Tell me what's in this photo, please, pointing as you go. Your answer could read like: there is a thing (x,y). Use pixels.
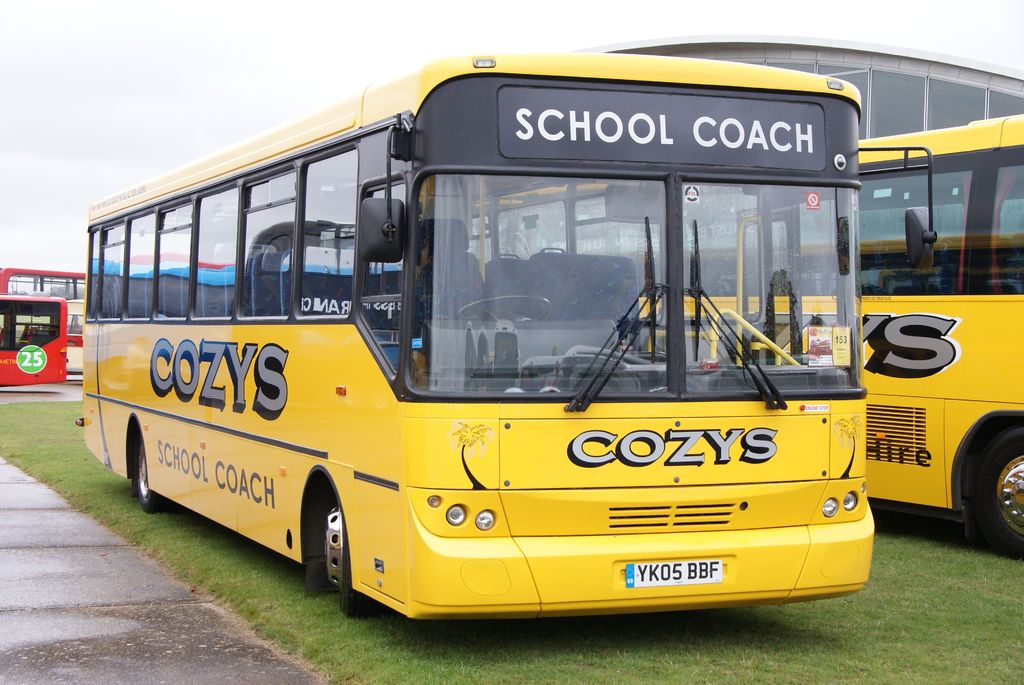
In the foreground of this image (627,226), we see a school bus (607,487) on a grass (471,657). On right side of the image (966,394), we see another bus (950,385) and a building (932,82). On left (41,544), there are buses (42,334), path (86,588) and the sky (252,41) at top (310,41).
